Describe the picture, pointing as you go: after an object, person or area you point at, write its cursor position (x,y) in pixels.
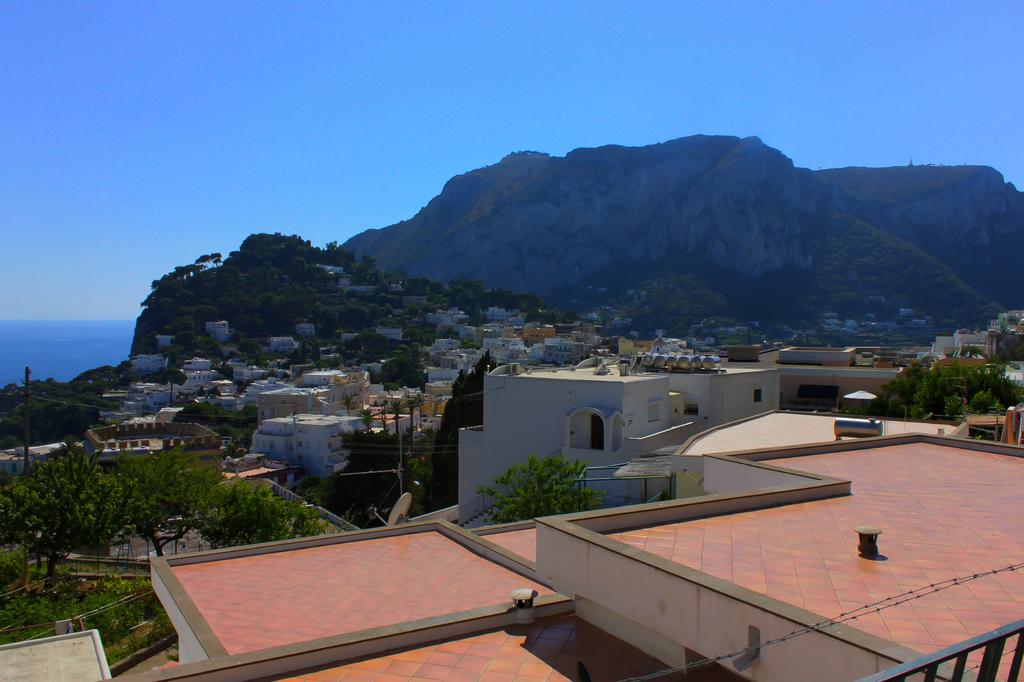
Here we can see houses (225,639), poles (401,463), and trees (202,486). There is a mountain (685,218). In the background (533,97) there is sky (533,97).
